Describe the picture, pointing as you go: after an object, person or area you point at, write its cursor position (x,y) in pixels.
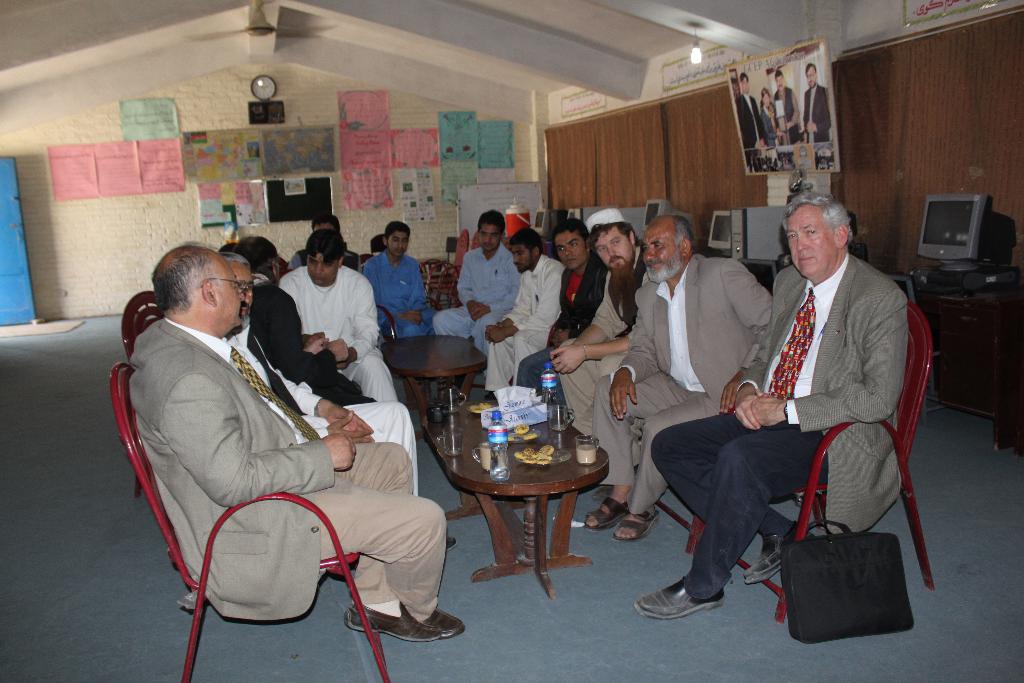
This is the room (72,255) where we can see some group of people (215,394) sitting on the chairs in front of two tables (464,405) on the table (531,473) we have some bottles (498,430), cup (587,455) and around the room (39,214) we have some charts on the wall (240,97) and some systems (781,240).
